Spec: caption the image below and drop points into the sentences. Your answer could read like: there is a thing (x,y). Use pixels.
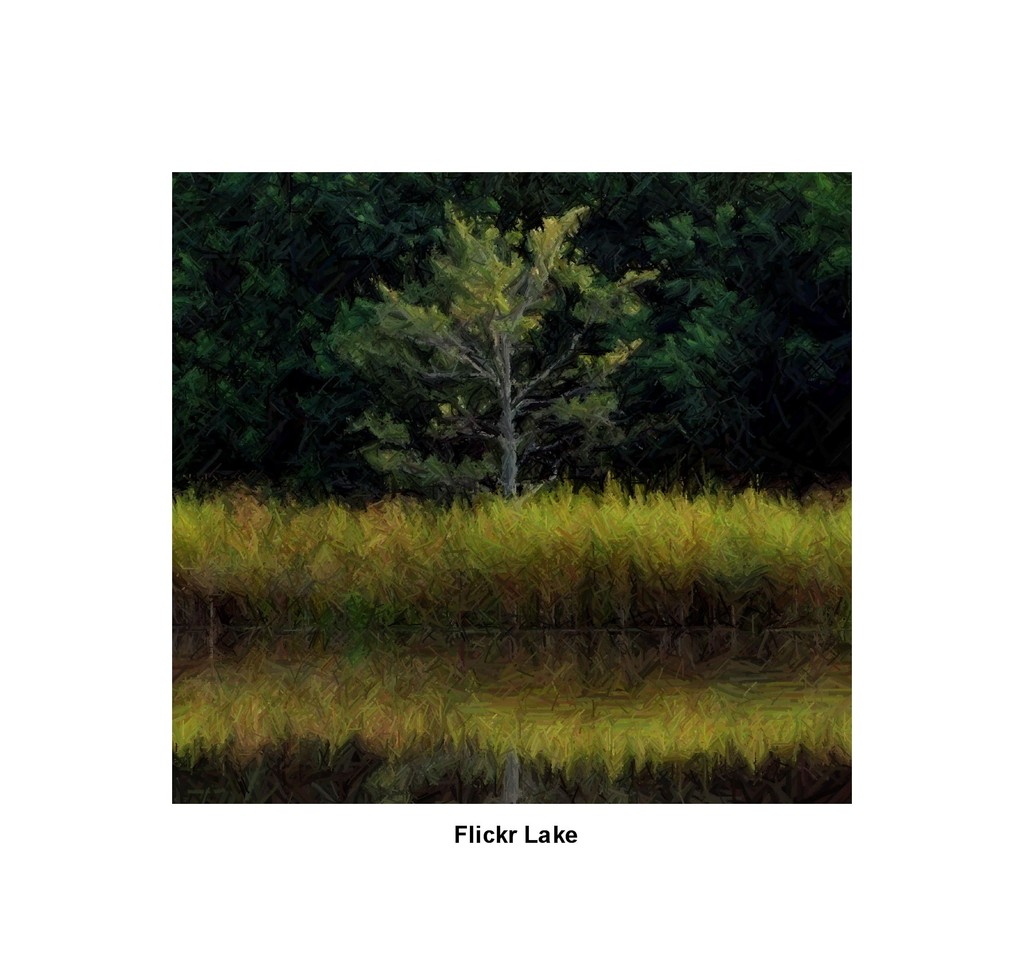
In this picture we can see grass (543,605) and few trees (566,354), at the bottom of the image (531,843) we can find some text (512,838).
